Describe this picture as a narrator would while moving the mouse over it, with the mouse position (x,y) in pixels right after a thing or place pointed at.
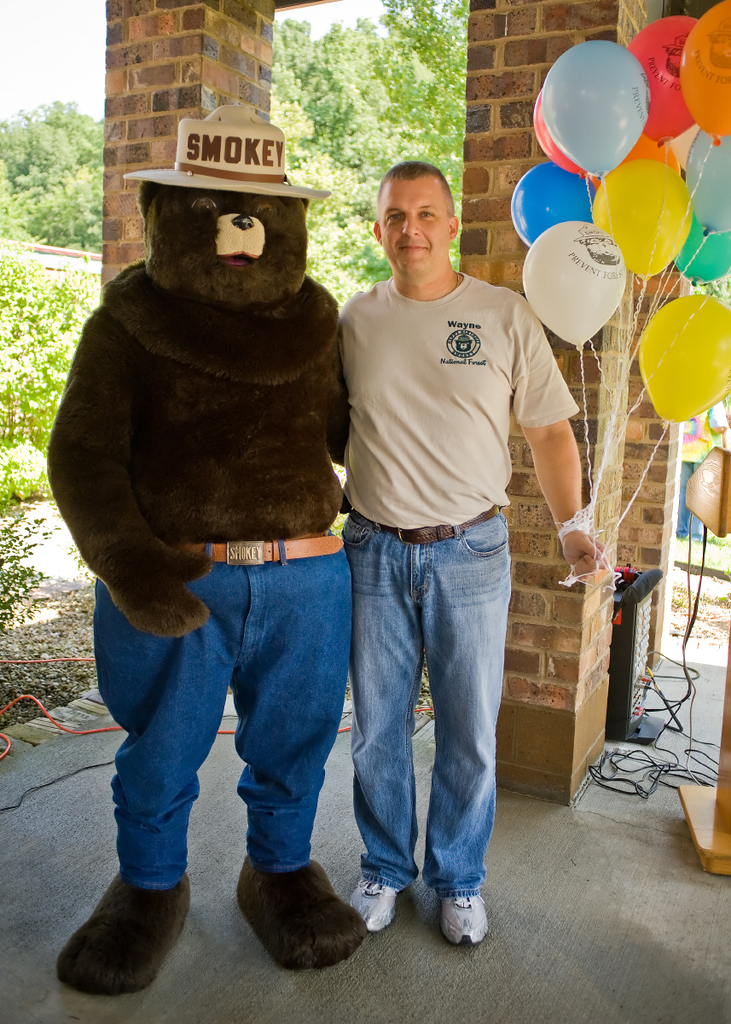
In this image, we can see a man (397,700) standing beside the mascot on the path (232,816) and holding ribbons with balloons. In the background (617,639), we can see the pillars (545,527), few objects (617,624), plants (5,603), trees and sky (96,103).
